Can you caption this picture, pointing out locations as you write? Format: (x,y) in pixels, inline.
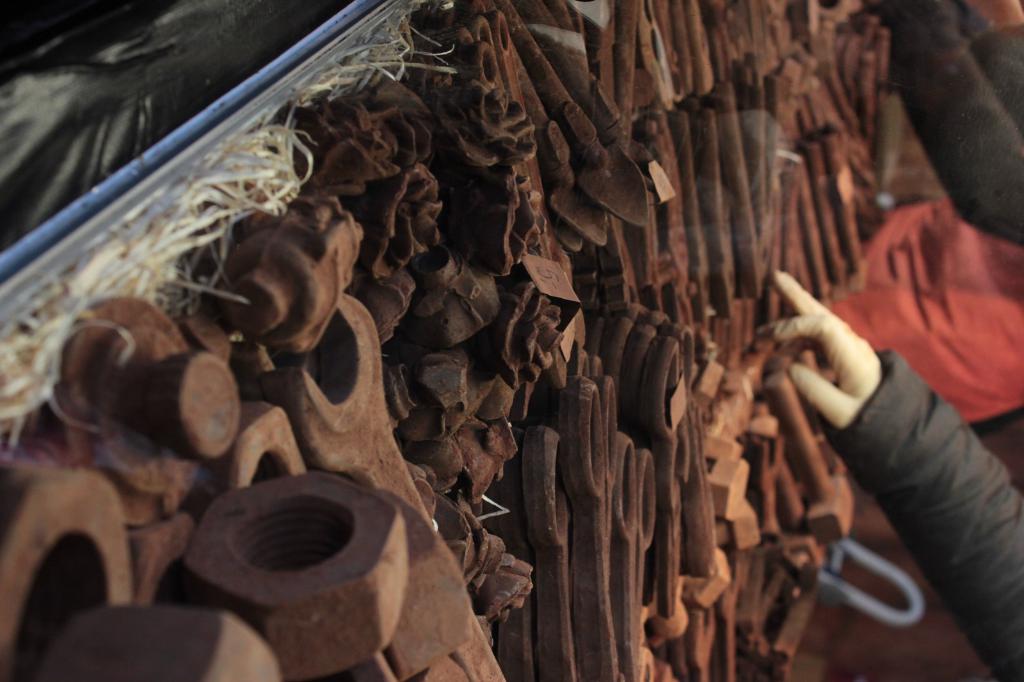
There are iron objects (400,175) present in the middle of this image (480,384). We can see a human hand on the right side of this image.
